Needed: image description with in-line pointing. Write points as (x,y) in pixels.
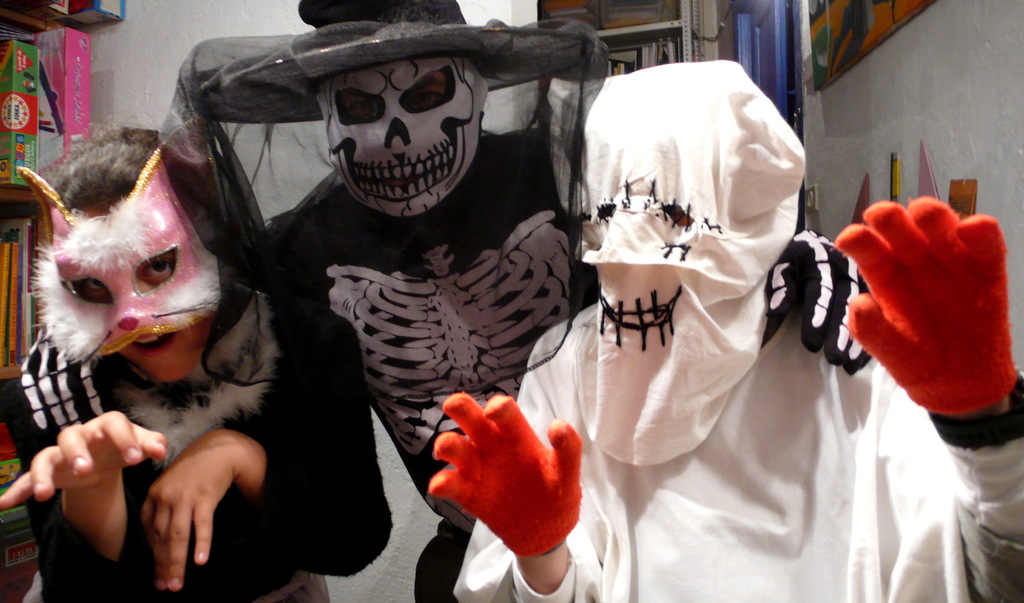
In this picture, we see two people (630,261) are wearing a ghost costume (470,299). It is in white and black color. The person (561,429) in front of the picture is wearing orange gloves (870,296). On the left side (189,325), we see a person (114,410) wearing a face mask (154,295). Behind them, we see a white wall (235,26). On the left side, we see a rack (4,369) in which many books (4,249) are placed. In the background (687,36), we see a rack (650,47) in which books (673,54) are placed. On the right side (969,56), we see a white wall (873,75) on which photo frame (873,39) is placed.
